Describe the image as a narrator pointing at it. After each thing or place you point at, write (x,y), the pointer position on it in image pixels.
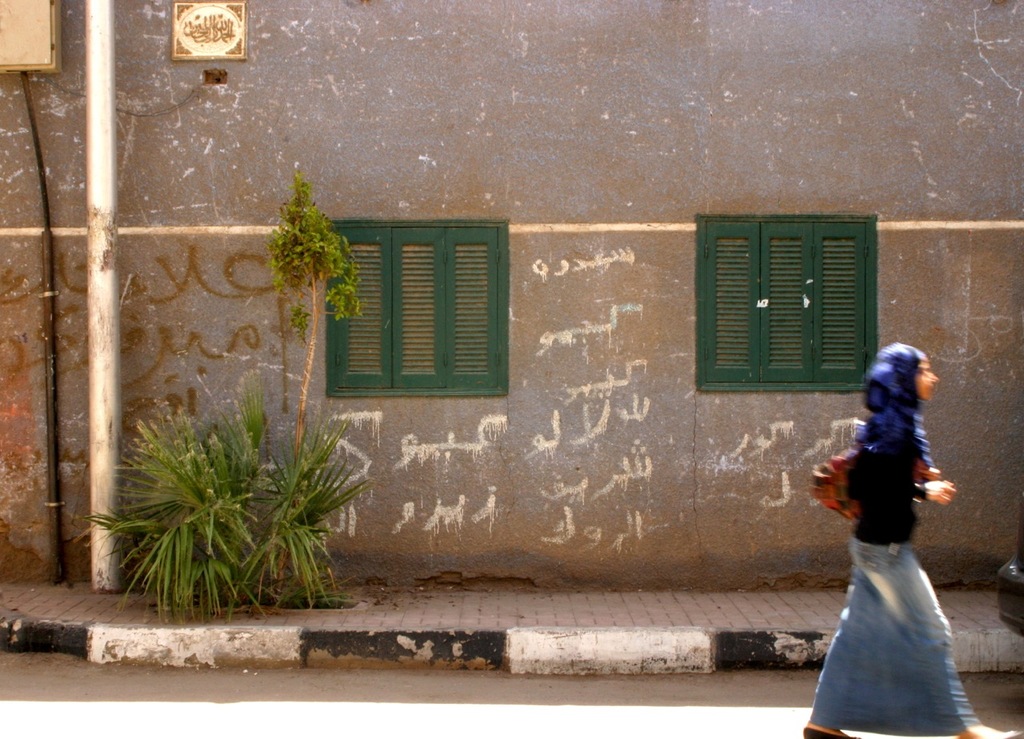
In this image we can see a woman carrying a bag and walking on the road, in the background (760,398) we can see a pole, plants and there is a wall (159,38) with the windows (445,328) and boards (233,47).
